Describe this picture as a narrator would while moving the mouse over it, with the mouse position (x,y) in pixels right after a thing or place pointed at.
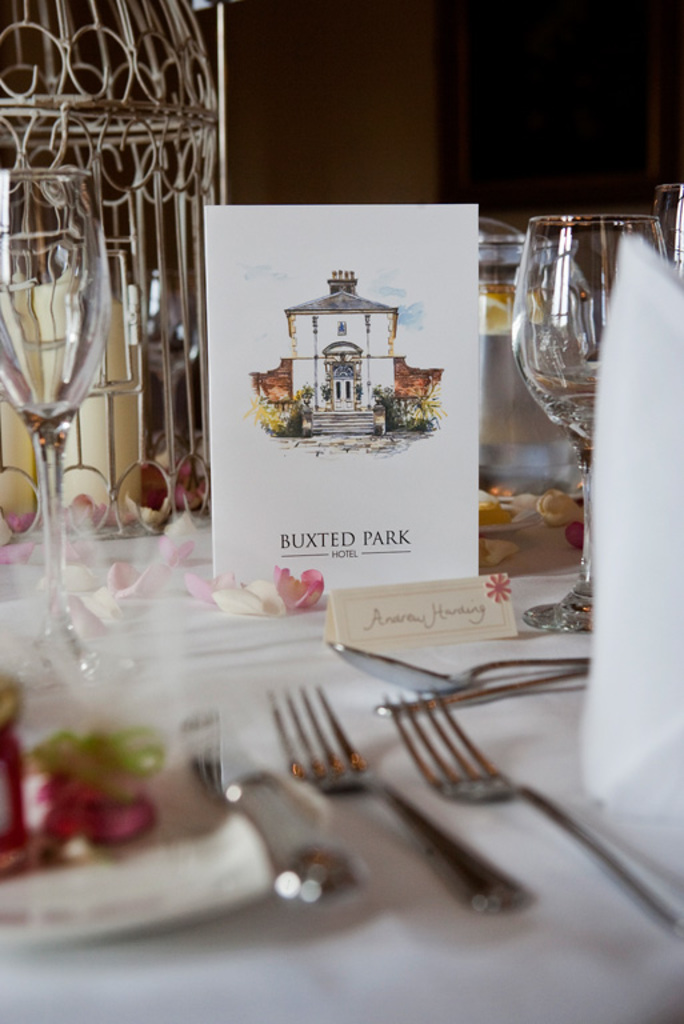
In this picture we can see a table (375,952), there are forks (433,843), spoons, glasses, cards (256,351), petals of flower (223,594) and tissue papers (646,557) present on the table (380,773), we can see a dark background (604,82).
